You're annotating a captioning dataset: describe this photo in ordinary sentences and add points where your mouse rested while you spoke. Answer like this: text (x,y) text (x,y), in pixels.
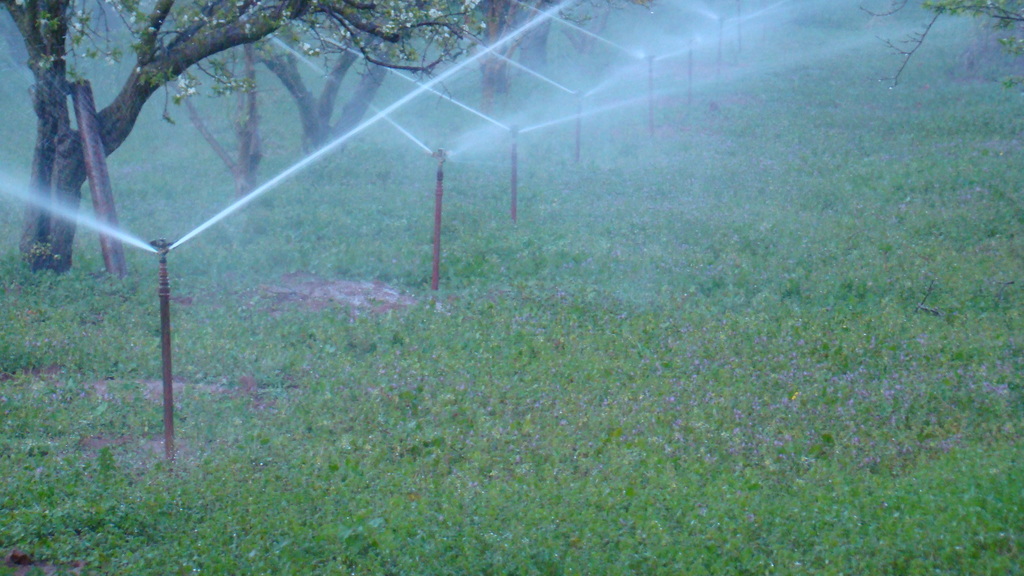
In this image we can see water sprinkler pipes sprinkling water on the grass (184,181) and there are few trees (171,81) and a pipe (100,194) near the tree (71,183).
